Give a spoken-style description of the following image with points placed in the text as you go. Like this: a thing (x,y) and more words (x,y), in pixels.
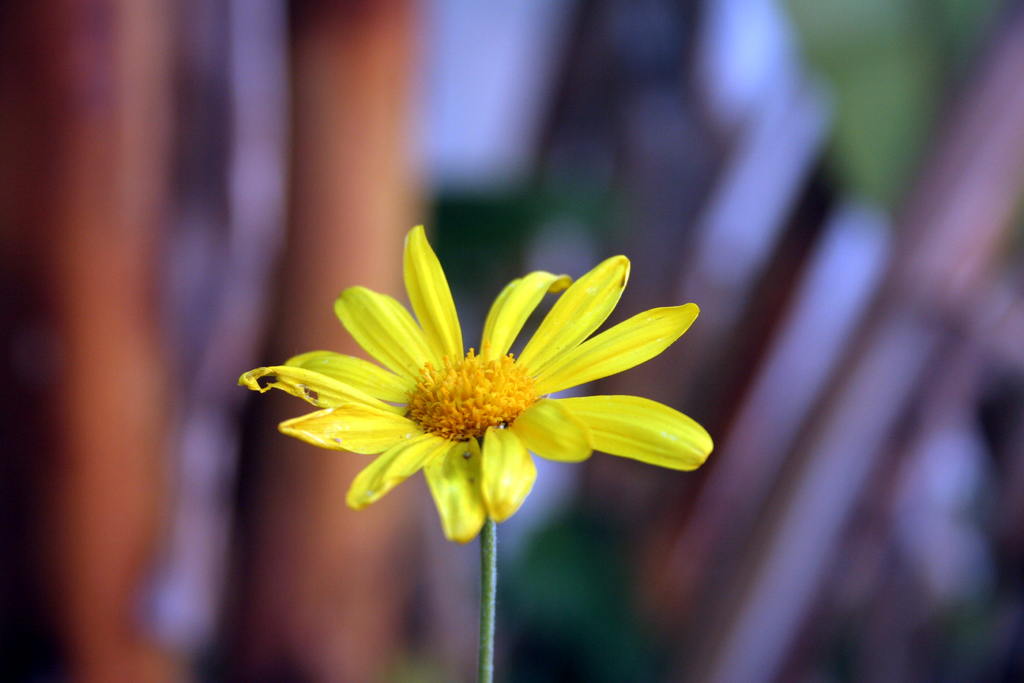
In this image I can see a flower (490,511). Its petals (465,473) are in yellow color and stem (489,590) in green color. The background (103,331) is blurred.
